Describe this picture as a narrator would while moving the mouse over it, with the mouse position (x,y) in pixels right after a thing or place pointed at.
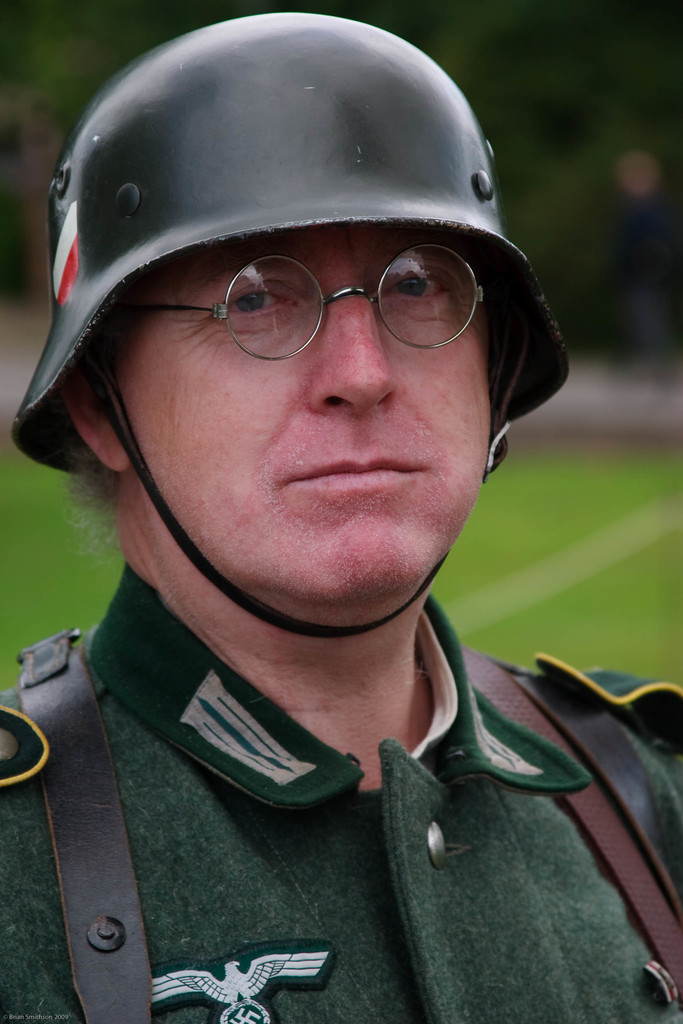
In this image we can see a person (464,776). A person (355,705) is wearing the helmet (259,195). There is a grassy land (548,555) in the image. There are few trees (548,176) in the image.
